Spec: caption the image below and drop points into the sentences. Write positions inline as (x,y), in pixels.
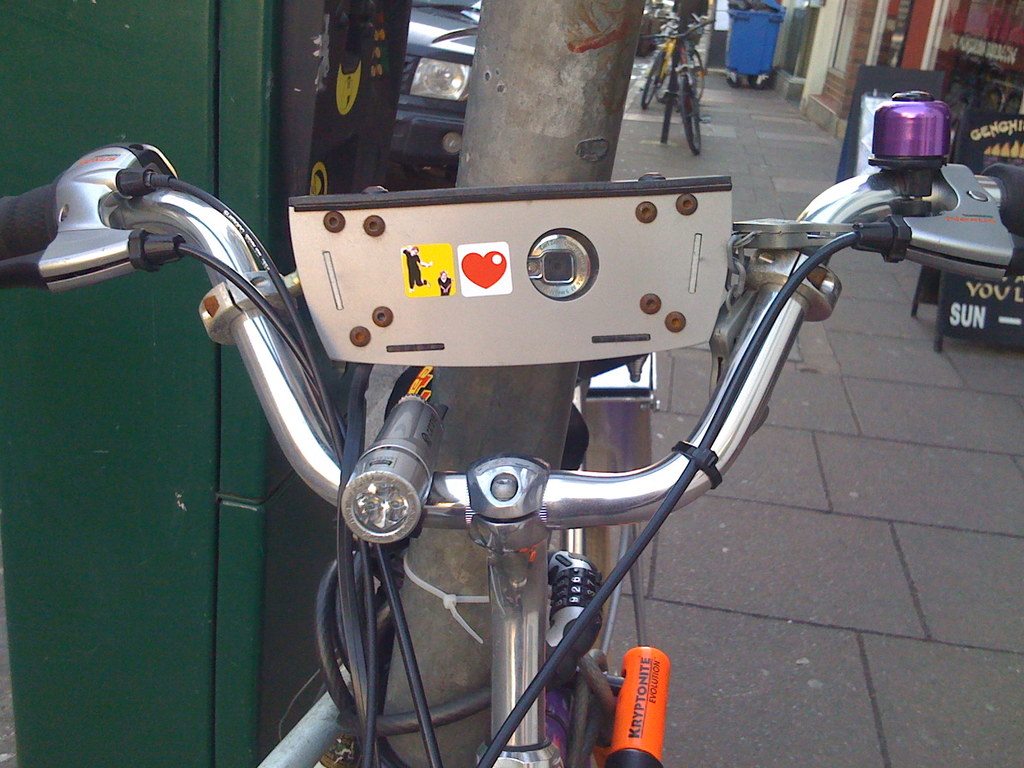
In this picture we can see a bicycle (417,456) and a pole (469,418) in the front (434,441), on the left side (65,339) there is a cabinet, we can see bicycles (687,72), a car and a dustbin (754,35) in the background (734,34), on the right side (986,137) there is a board (998,146).
